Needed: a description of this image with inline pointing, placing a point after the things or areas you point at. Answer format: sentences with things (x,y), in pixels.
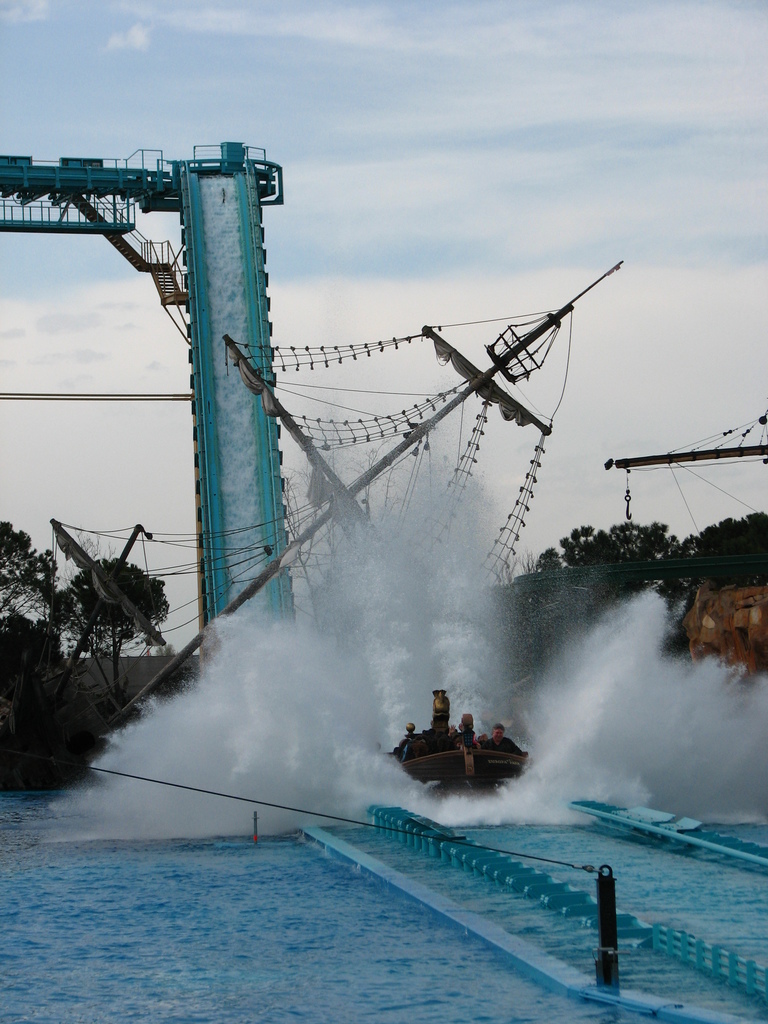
In the background (364,713) I can observe water (251,735) in the middle of the picture (388,568). In the background (122,643) I can observe trees (619,531) and some clouds (460,194) in the sky (464,202).
